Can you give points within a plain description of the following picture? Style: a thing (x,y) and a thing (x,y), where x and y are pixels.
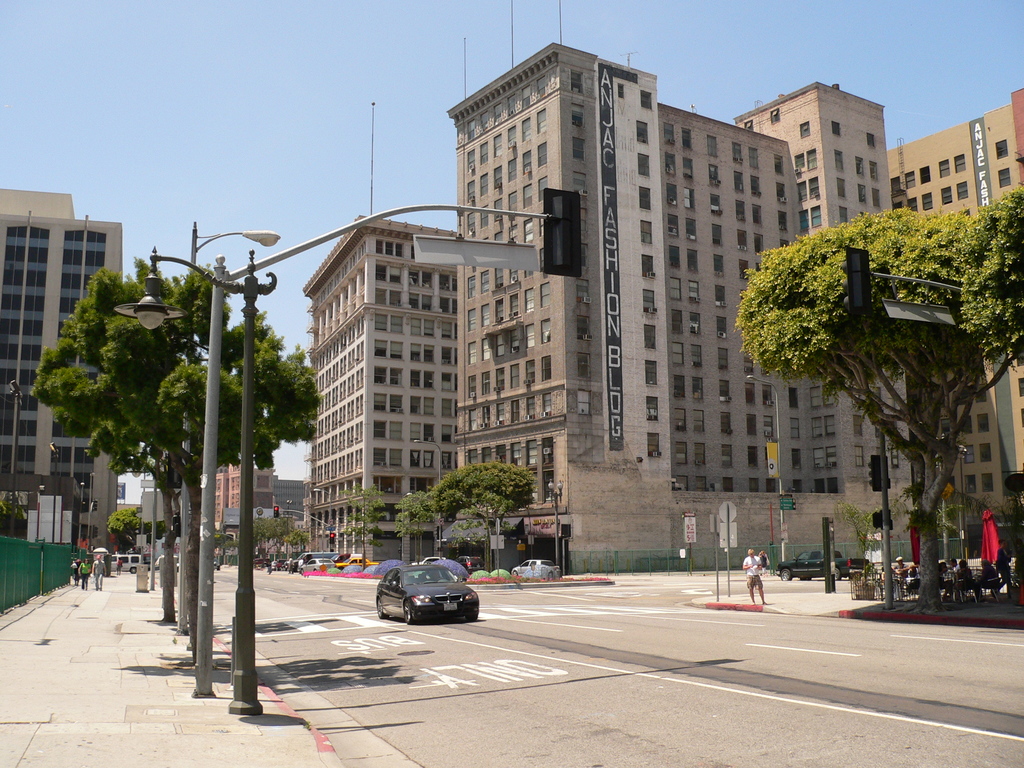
This image is taken outdoors. At the bottom of the image (481,661) there is a road (538,725) and a sidewalk (122,698). At the top of the image (281,108) there is a sky (780,65). In the middle of the image (635,305) there are many buildings (450,412) with walls (568,426), windows (650,404), doors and roofs (506,77). There are a few trees (403,507) and poles (218,371) with street lights (244,562). On the right side of the image (924,498) there is a tree (873,407) and a few people (943,563) are sitting on the chairs (946,592) and a man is standing on the road (738,627). A car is moving on the road (857,644). A few vehicles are moving on the road (336,607).
